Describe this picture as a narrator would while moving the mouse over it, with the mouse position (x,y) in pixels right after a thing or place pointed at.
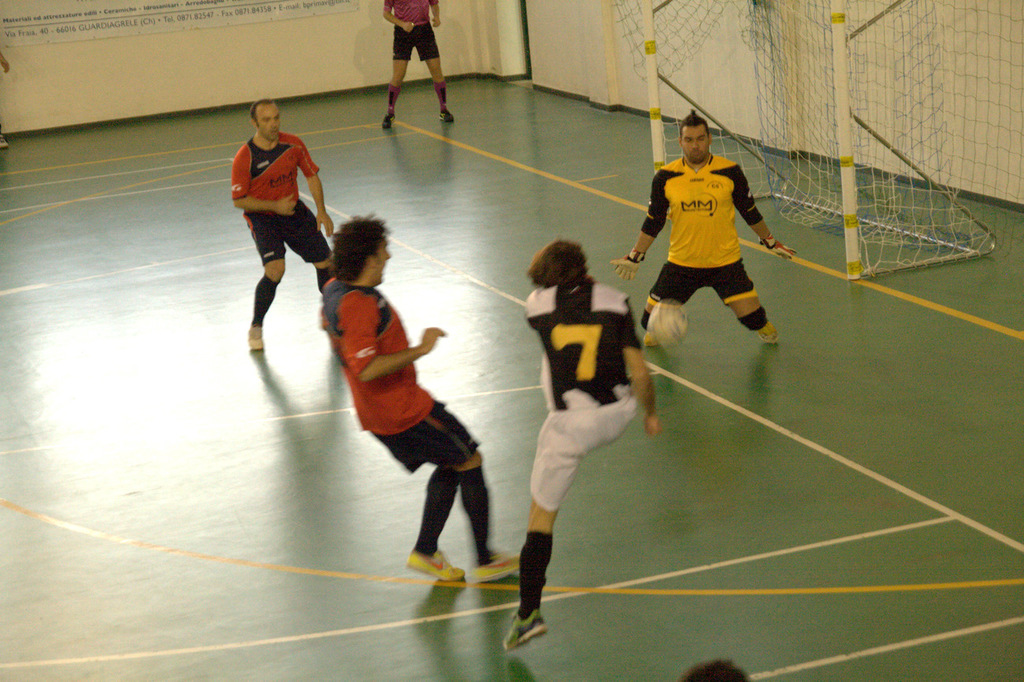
In this image we can see a handball court (310,469). The players (561,302) are playing a game. There is a goal post (847,151) in the image.
